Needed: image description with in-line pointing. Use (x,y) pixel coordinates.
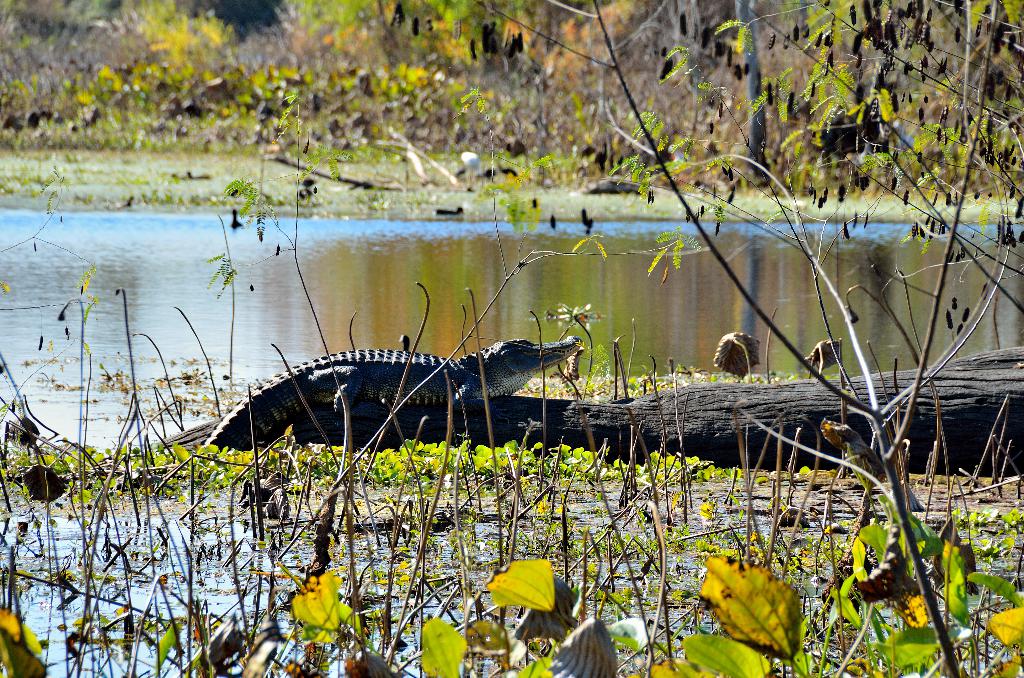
In this picture we can see a crocodile (337,361) on a tree trunk (535,411), plants (833,423), water (477,283) and in the background (217,38) we can see trees (397,69).
